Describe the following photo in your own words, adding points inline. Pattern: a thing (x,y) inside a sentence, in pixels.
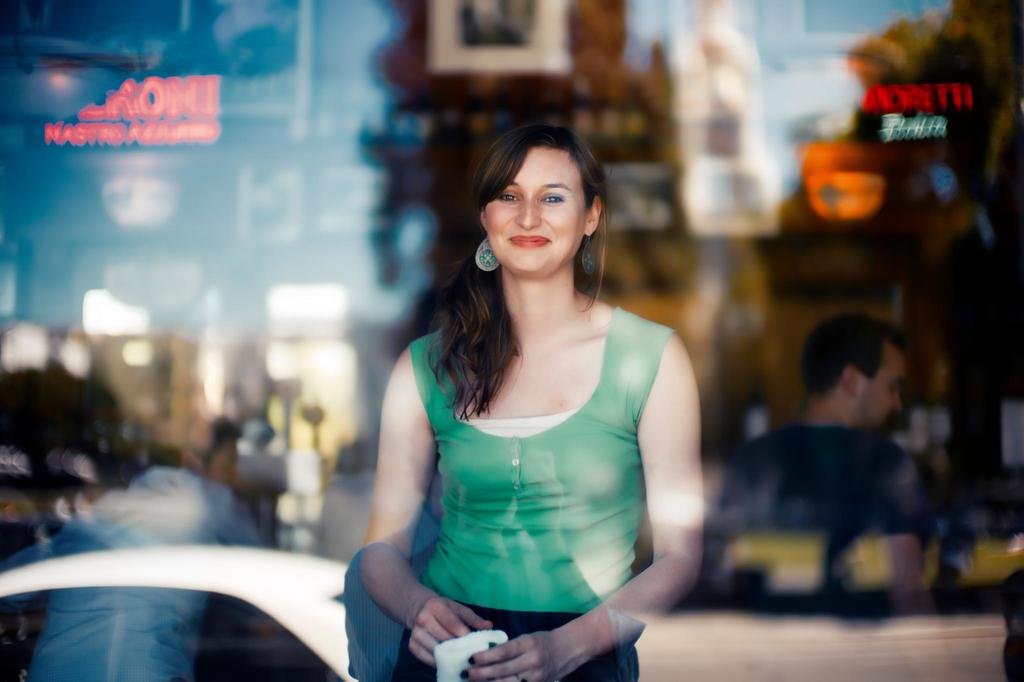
In the center of the image (604,328) we can see a lady (594,384) is standing and smiling and holding an object (467,644). In the background of the image (565,66) we can see a glass (364,332). Through glass (122,262) we can see some persons (165,518), buildings (372,216), boards (893,130).
